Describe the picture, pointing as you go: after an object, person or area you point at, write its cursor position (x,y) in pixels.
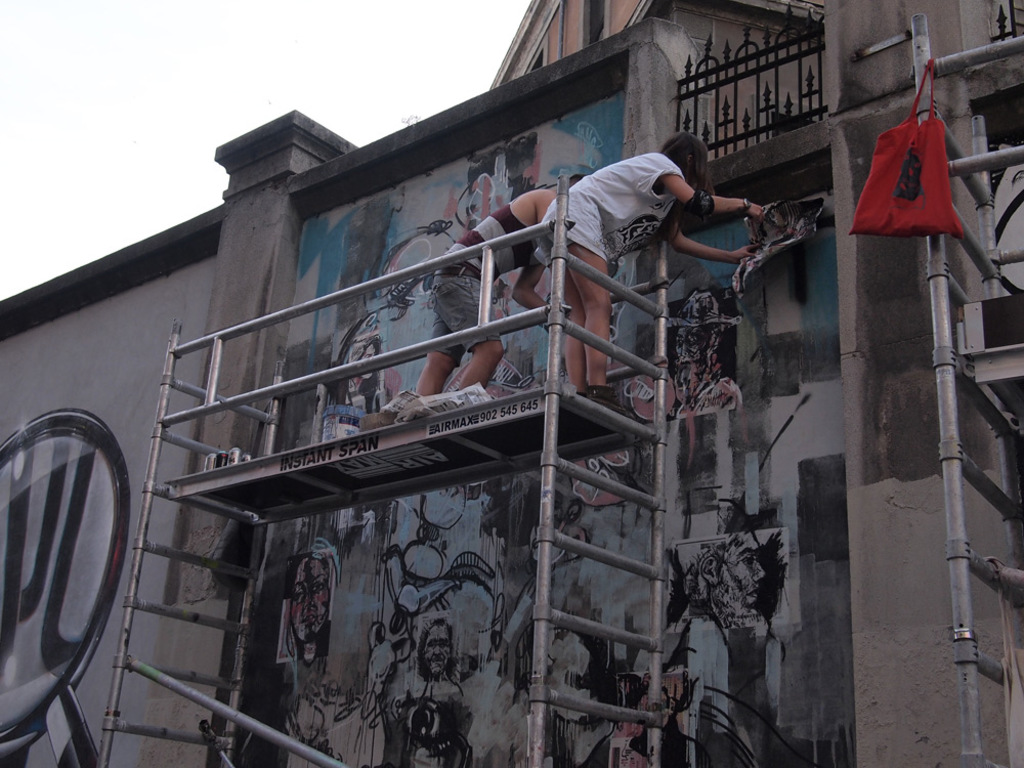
In the picture I can see two persons (600,255) are standing on the stand (267,504) which is having ladder (543,729) and painting on the wall (367,605). Here we can see different images (409,678). Here we can see a red color bag (918,204) is hanged to the stand (942,248) and is on the right side of the image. In the background (544,39), we can see a building (608,11) and the sky (138,119).
